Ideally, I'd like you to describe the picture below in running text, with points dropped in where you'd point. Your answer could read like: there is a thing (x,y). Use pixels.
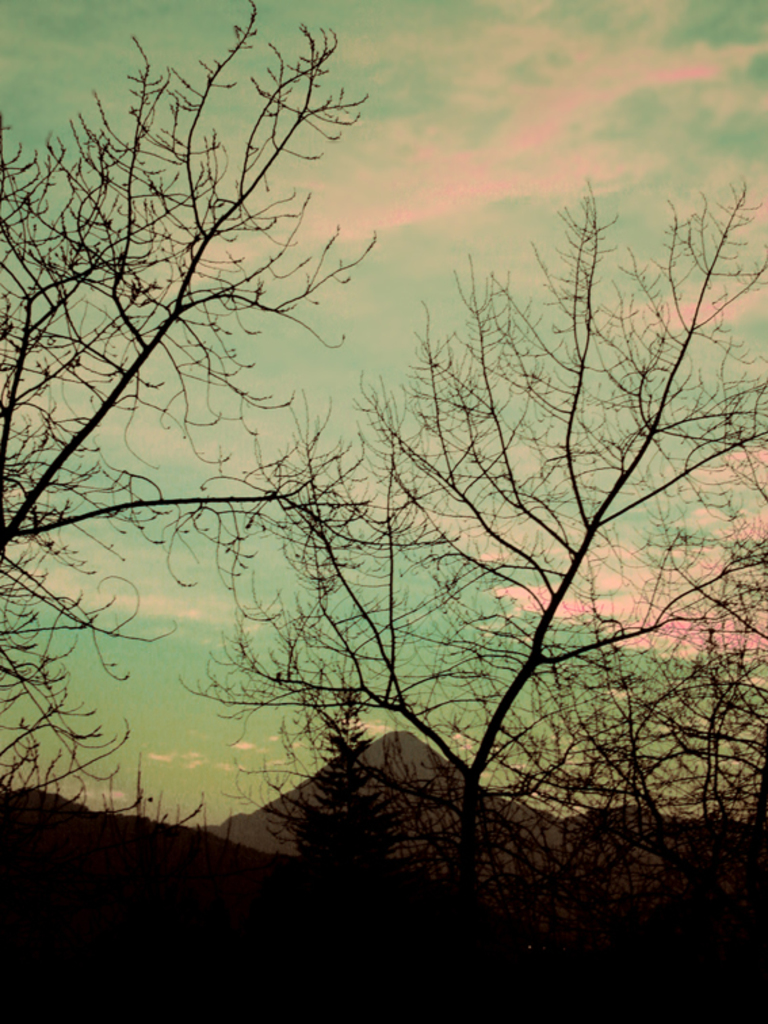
In this image, we can see few trees (763,834). Background (699,684) there is a mountain (384,760) and sky (242,407).
